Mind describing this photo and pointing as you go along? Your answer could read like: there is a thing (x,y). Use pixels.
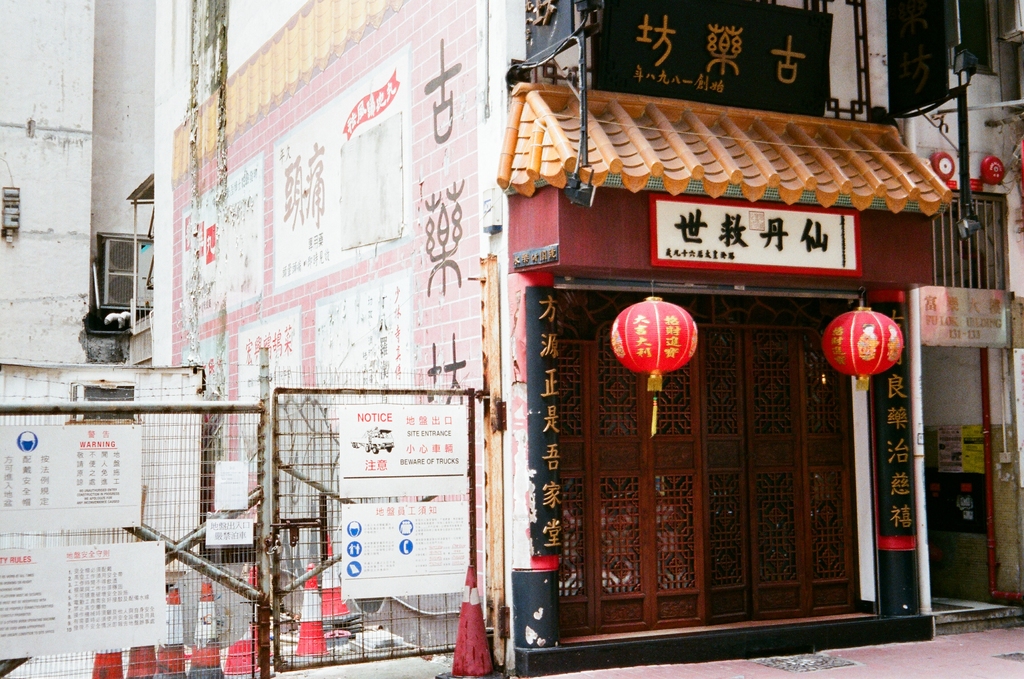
In this picture we can see the buildings (609,349). On the right (701,428) we can see the doors (807,380) and sign boards (883,412). On the left (171,607) we can see many traffic cones (220,669) near to the gate (312,607) and fencing (416,654). On that fencing (179,487) we can see the posters (448,509).
